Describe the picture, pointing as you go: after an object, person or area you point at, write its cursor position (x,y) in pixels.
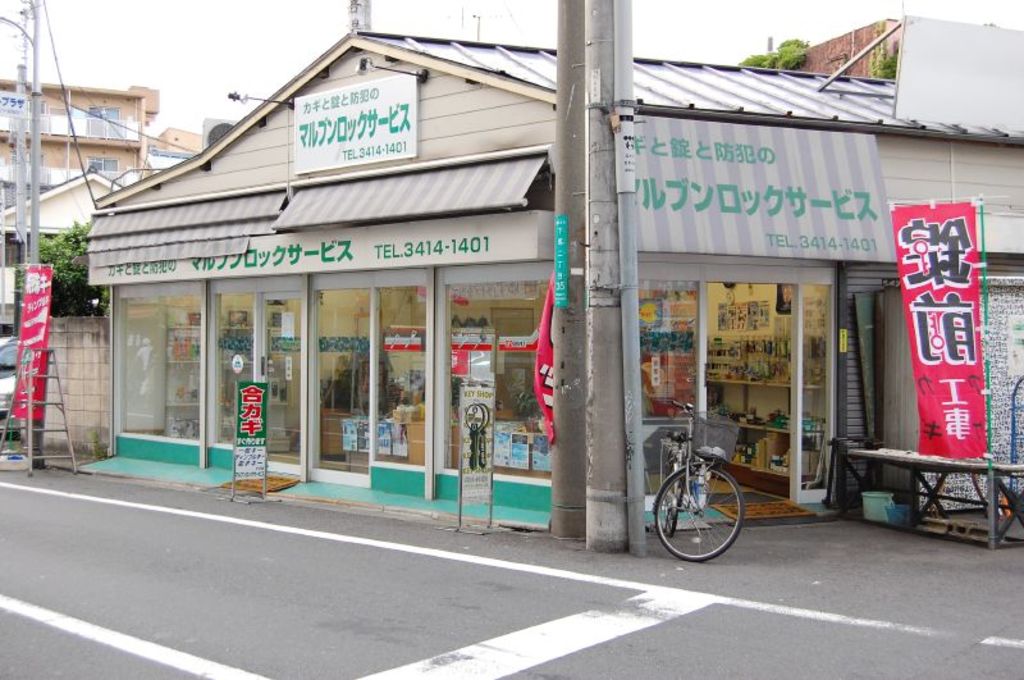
In this image in the center (494,308) there is one building (459,345) and there are glass doors (650,349), through the doors (795,349) we can see some objects (771,343). And in the foreground (1014,511) there are some boards (252,475), cycle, table (934,509), buckets (896,509). And on the left side (24,380) there is one vehicle (12,379), ladder (29,425) and a board (35,285). And in the background (77,130) there are buildings (51,197), poles (35,163) and some plants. At the bottom (889,596) there is road (760,598).
